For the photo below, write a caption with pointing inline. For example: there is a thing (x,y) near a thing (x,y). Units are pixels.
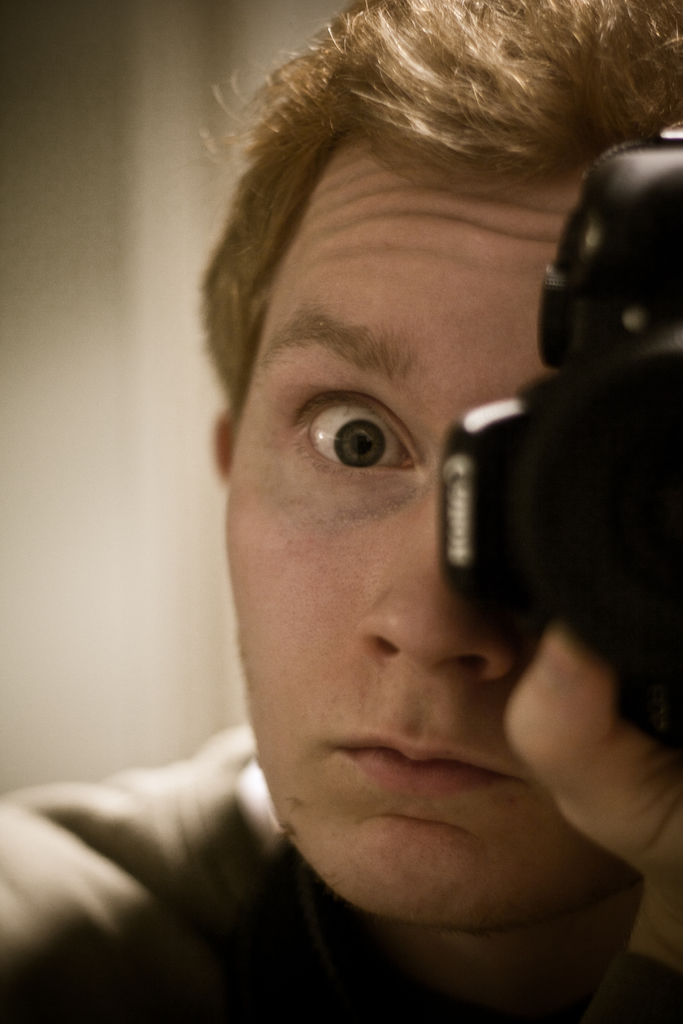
In this image we can see a person (282,705) holding a camera (506,451). In the background (184,493) it is blurred.
